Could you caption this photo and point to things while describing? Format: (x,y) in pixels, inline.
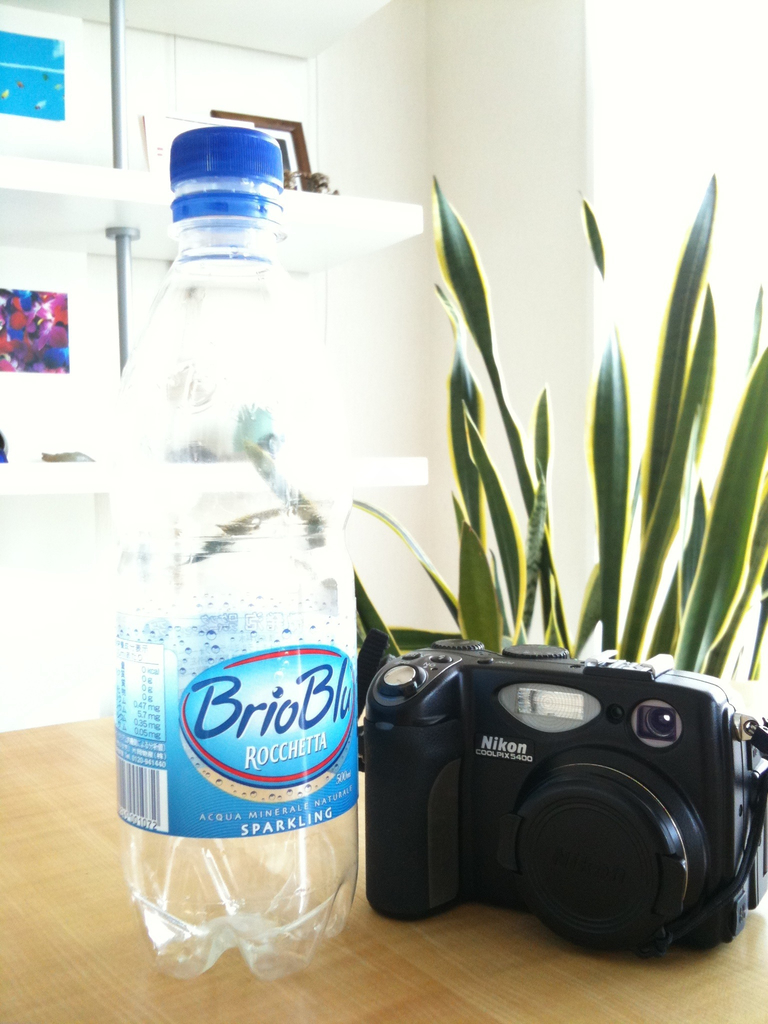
A water bottle (142,555) and camera (539,767) on a table (422,971) which is beside a house plant (482,572).
